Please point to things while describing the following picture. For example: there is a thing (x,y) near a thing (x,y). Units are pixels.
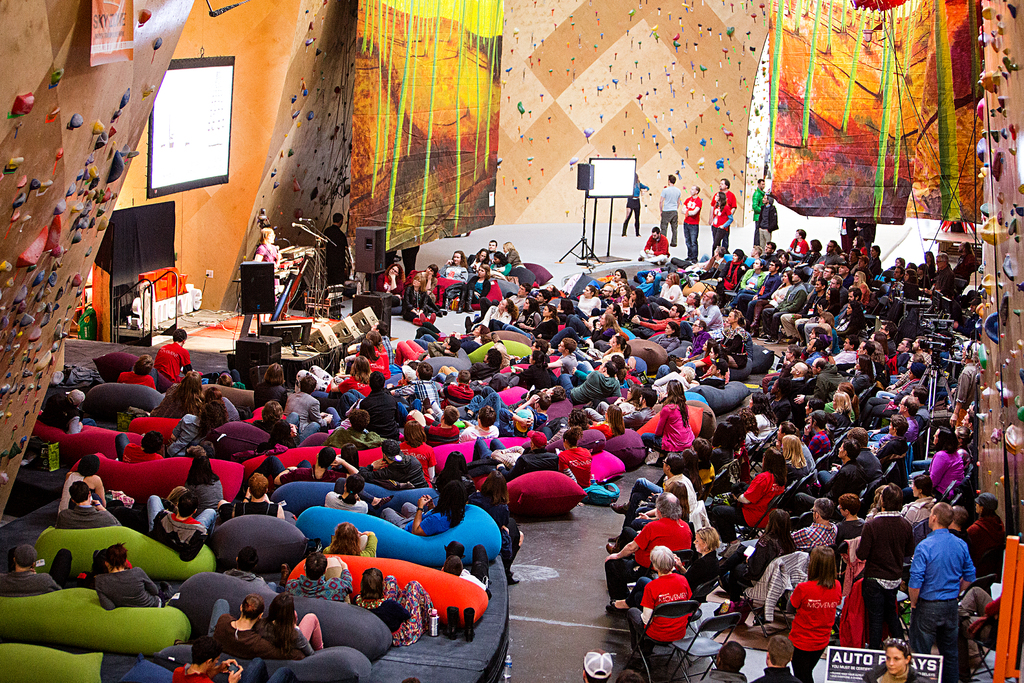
On the right side of the image (842,451) there are people (767,492) sitting on the chairs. On the left side of the image (143,558) there are people (366,602) sitting on the couches (359,521). In the background of the image (607,196) there is a TV (602,187). There are speakers (363,237), mikes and a few other objects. There are curtains (483,212). There is a painting (483,212) on the wall (539,203). On both right and left side of the image (16,352) there are climbing walls (86,149). On the left side of the image (193,185) there is a screen (199,144).
